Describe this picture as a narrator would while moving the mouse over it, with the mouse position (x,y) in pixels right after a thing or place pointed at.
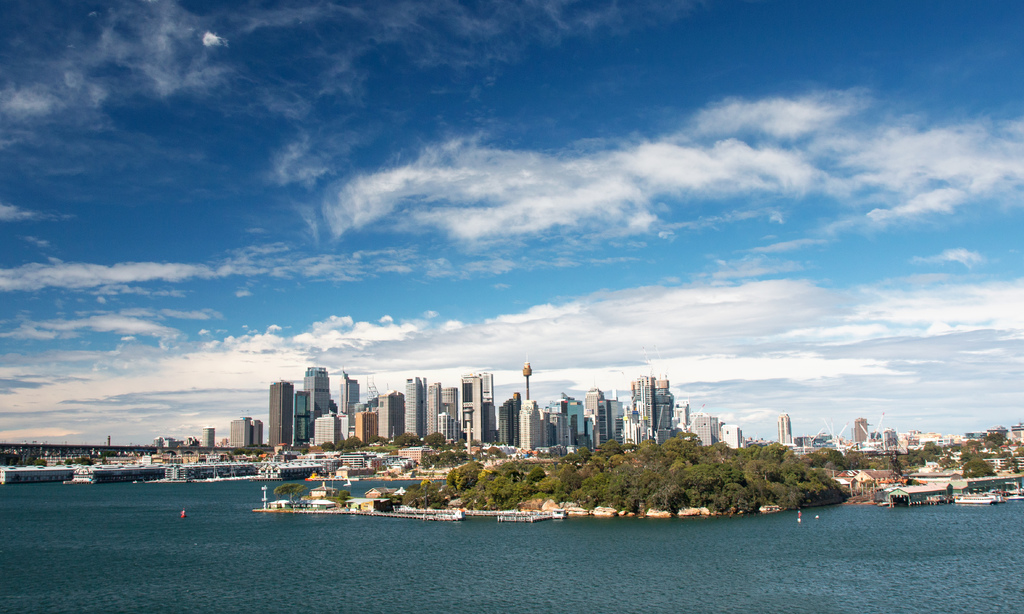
At the bottom of the picture (385,542), we see a water body (512,575). In the middle of the picture (431,398), we see trees (442,491) and buildings (314,496). There are trees (302,496) and buildings (286,465) in the background (292,441). At the top of the picture (492,130), we see the clouds (569,210) and the sky (370,174), which is blue in color.
